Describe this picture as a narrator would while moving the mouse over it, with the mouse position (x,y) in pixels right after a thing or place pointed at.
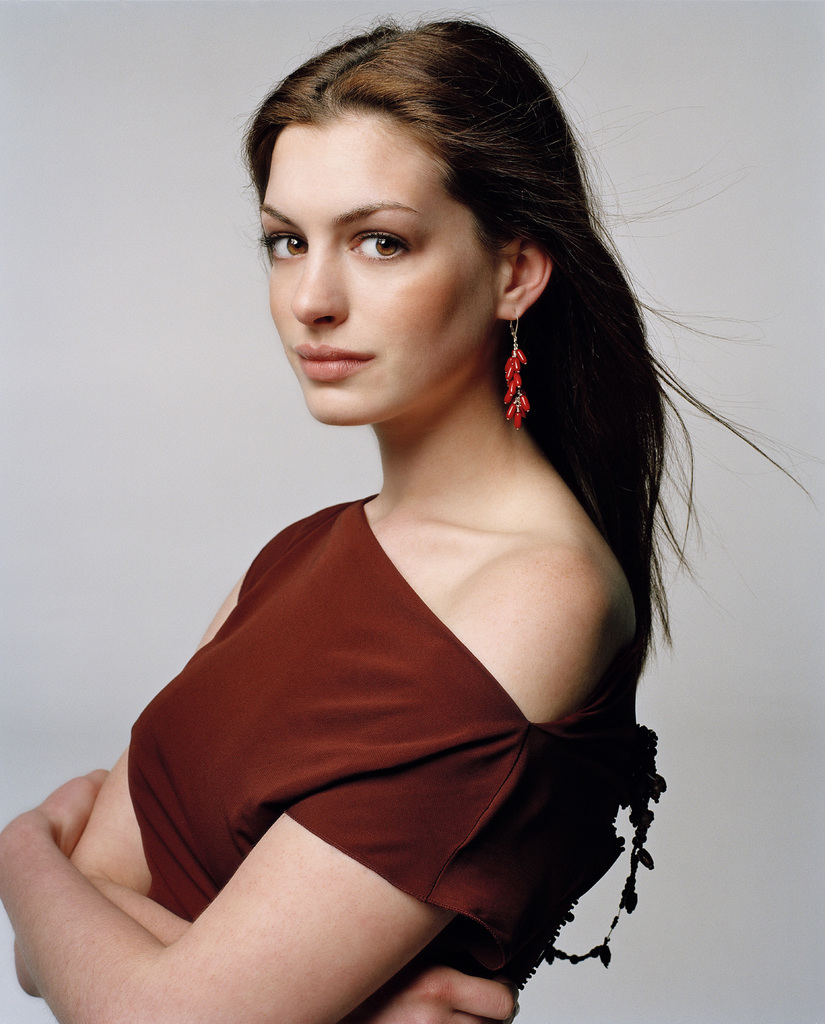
In this image, we can see a woman (586,677) standing and there is a white background (807,21).
